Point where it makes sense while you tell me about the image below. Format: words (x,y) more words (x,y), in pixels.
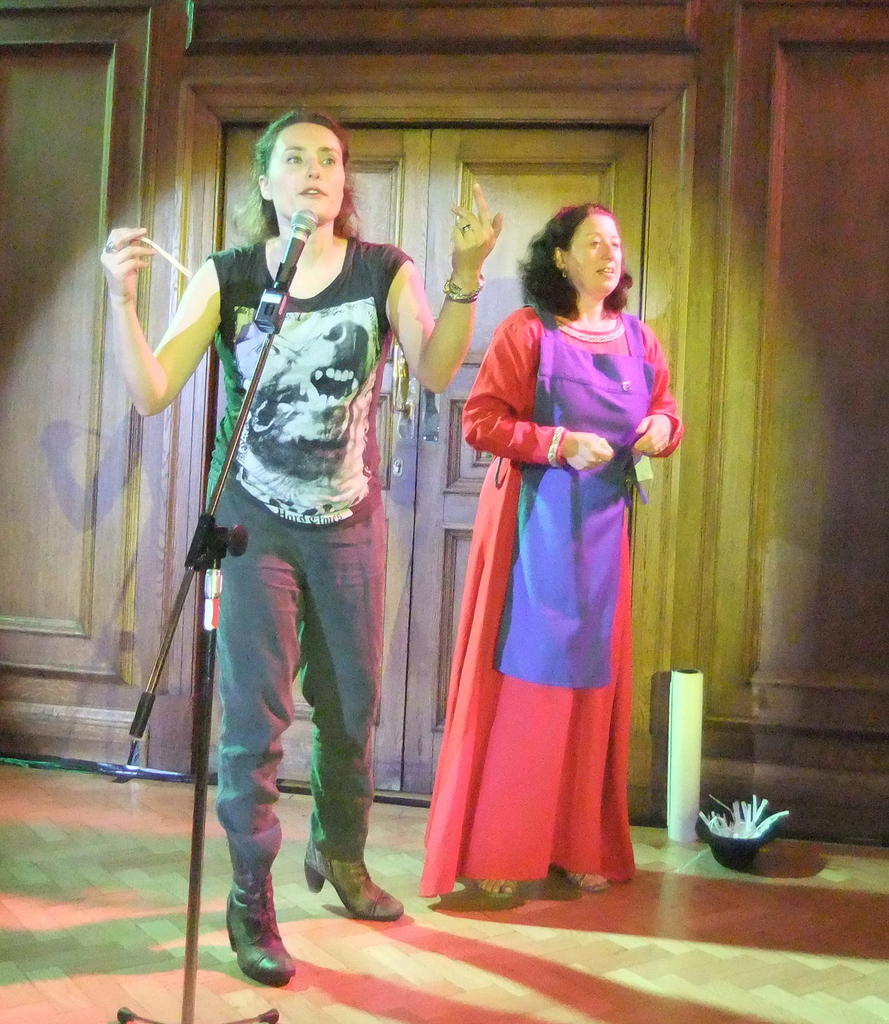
In the picture I can see two women's (369,475), one is talking in front of microphone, another one is standing, behind we can see door (413,205) to the wall (832,162).
